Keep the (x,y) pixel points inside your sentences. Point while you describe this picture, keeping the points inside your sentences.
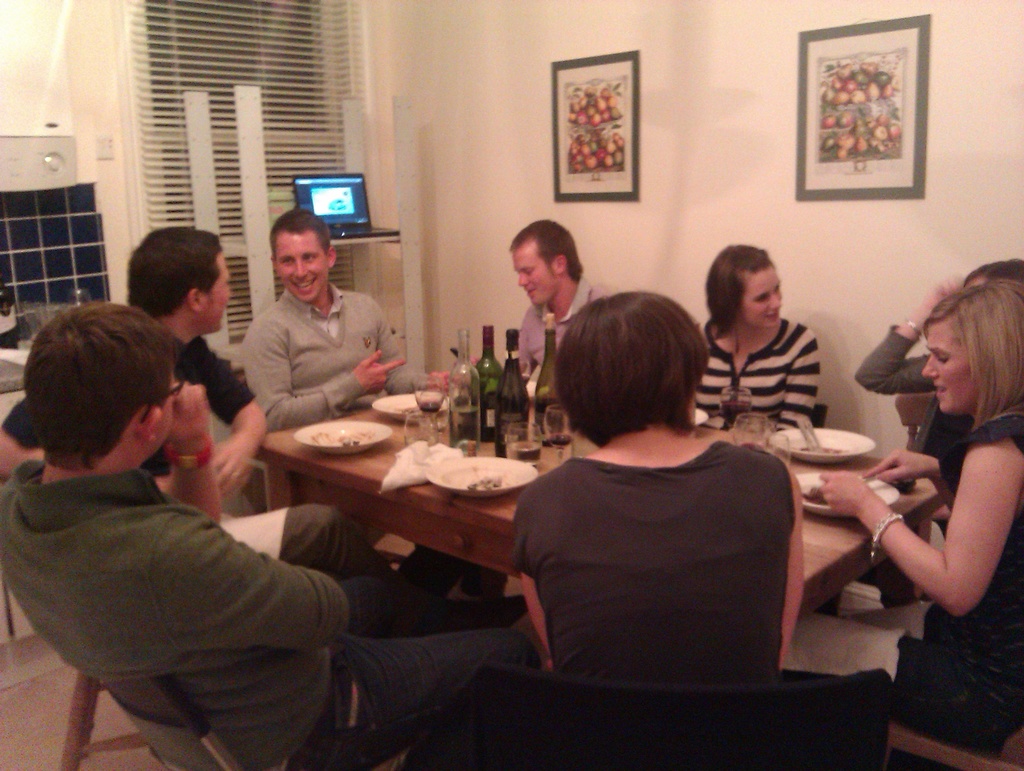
In this image there are group of persons (171,249) having their drinks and discussing in between them at the top of the image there are two sceneries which are attached to the wall (731,201) and at the middle of the image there is a laptop (334,220) and left side of the image (13,153) there is a water heater (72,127).
